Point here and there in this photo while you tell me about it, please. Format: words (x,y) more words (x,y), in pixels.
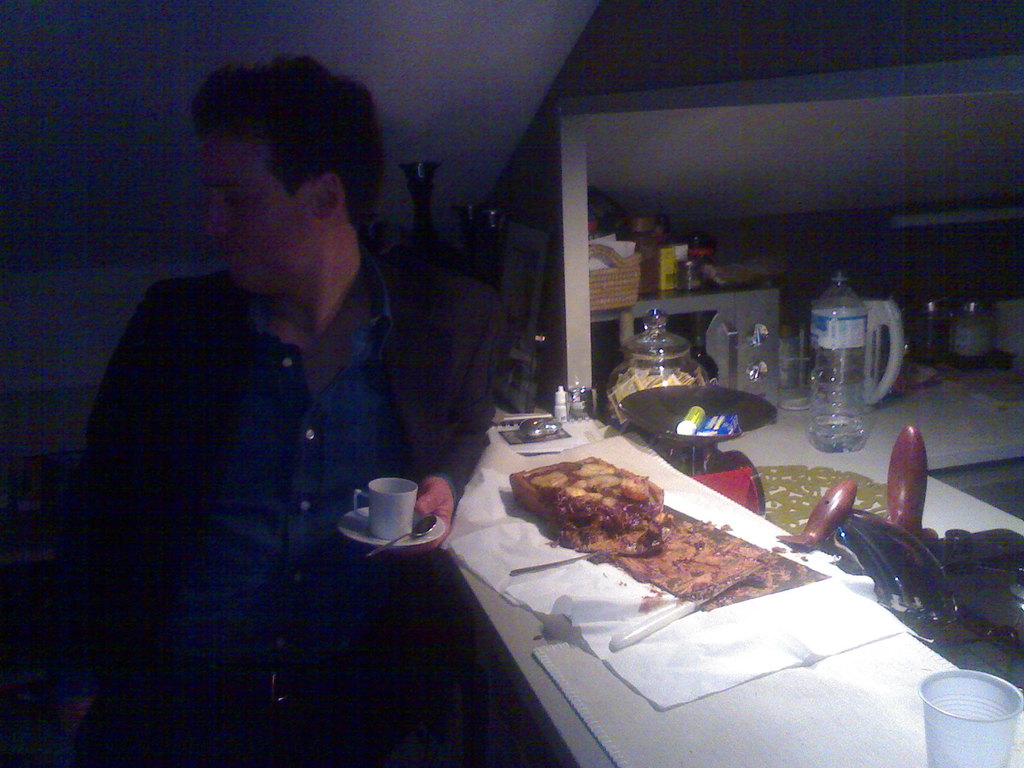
As we can see in the image there is a man (352,443) holding cup (375,500), saucer (380,536) and a table (722,506). On table (753,631) there is a food item (607,507), spoon (566,562), cloth (719,665) and glass (958,728).
